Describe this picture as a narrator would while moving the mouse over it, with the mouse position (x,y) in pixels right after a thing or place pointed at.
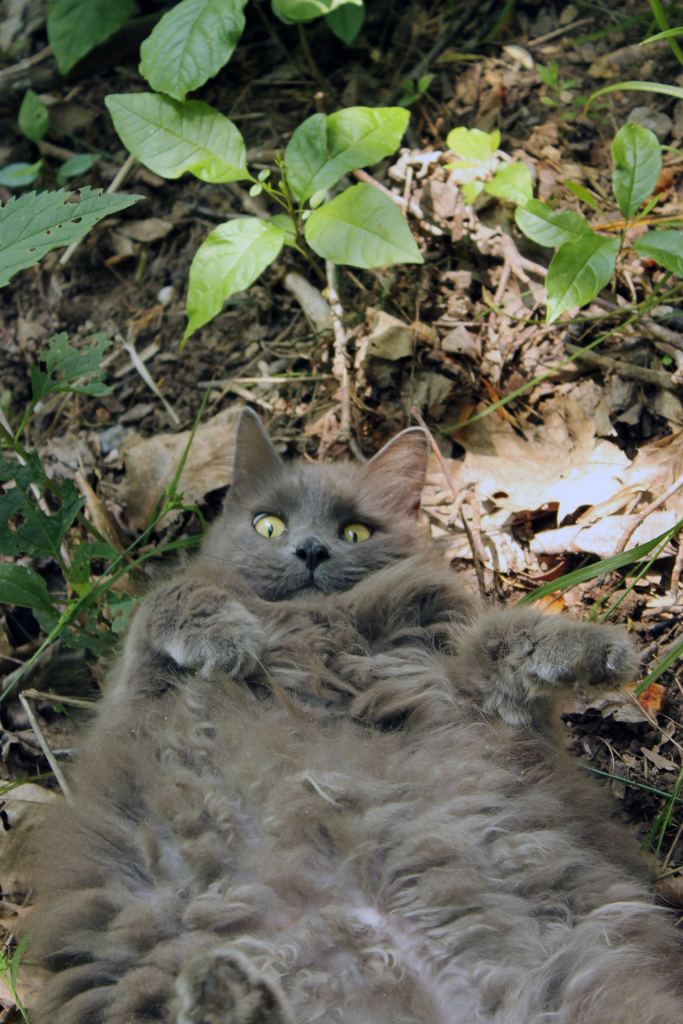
In this picture we can see a cat (223,757). Behind the cat (194,656), there are dried leaves (423,331) and plants (357,226).
